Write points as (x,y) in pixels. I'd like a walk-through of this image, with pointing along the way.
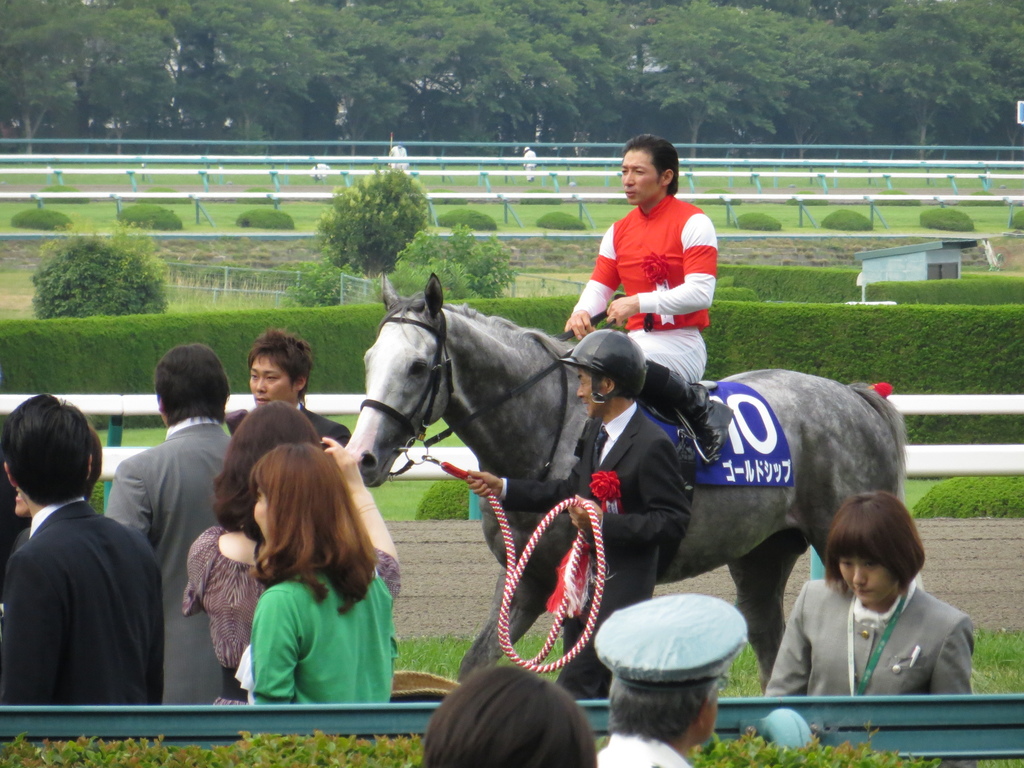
The picture was clicked on a race course (999,188), with a guy (640,189) riding the horse (506,340) and another guy (601,471) who is catching the horse (525,532). We observe people (200,388) standing and viewing the horse (511,404). In the background (483,245) we find many trees (993,139).
